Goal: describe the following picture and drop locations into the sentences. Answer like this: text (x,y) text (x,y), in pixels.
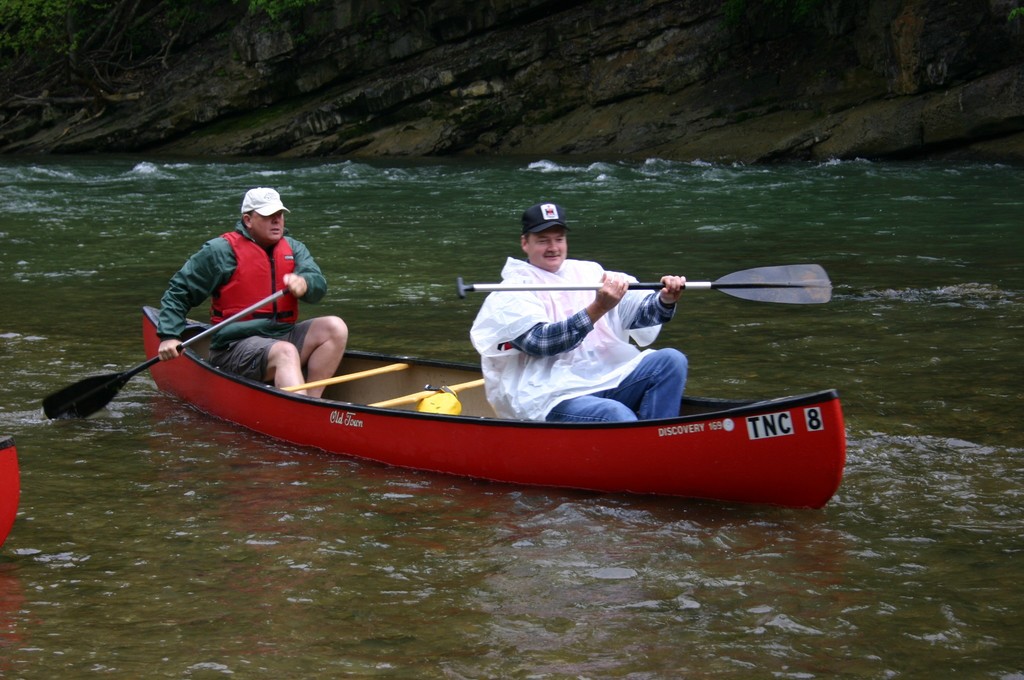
In this image we can see two persons (247,319) are sitting on a boat (469,403) on the water (371,552) and they are holding paddles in their hands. On the left side (2,467) we can see an object (14,472) on the water (30,479). In the background (164,28) we can see cliff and plants (146,28).
